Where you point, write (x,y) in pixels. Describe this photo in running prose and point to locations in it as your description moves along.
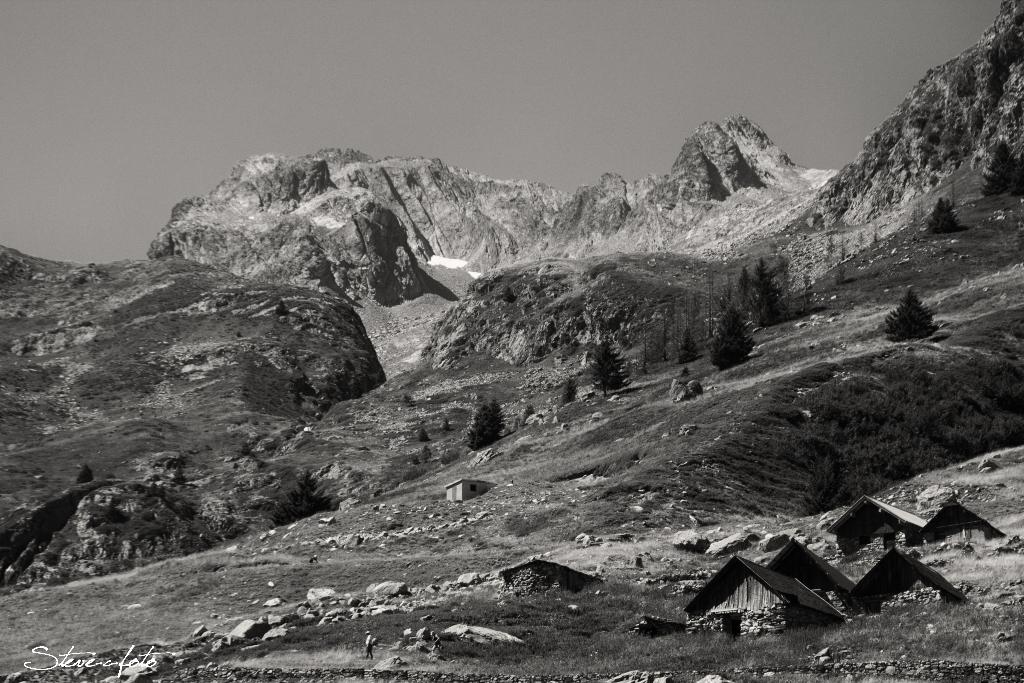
In this picture there is a black and white photograph of mountains (200,349). In the front (723,602) bottom side there are six small shed houses (801,614).
